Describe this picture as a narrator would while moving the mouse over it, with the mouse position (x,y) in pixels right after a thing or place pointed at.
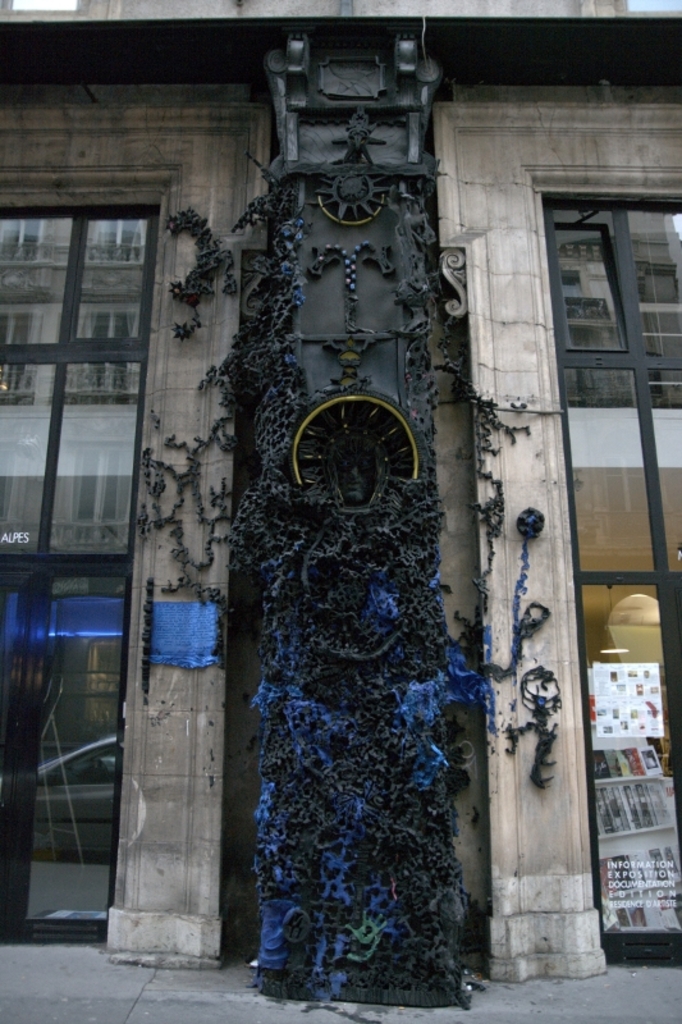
In this image we can see a statue (241,568). We can also see a building (84,630) with windows (111,622), a paper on a window (590,816) and a group of books (671,918) placed in the shelves (662,886).
